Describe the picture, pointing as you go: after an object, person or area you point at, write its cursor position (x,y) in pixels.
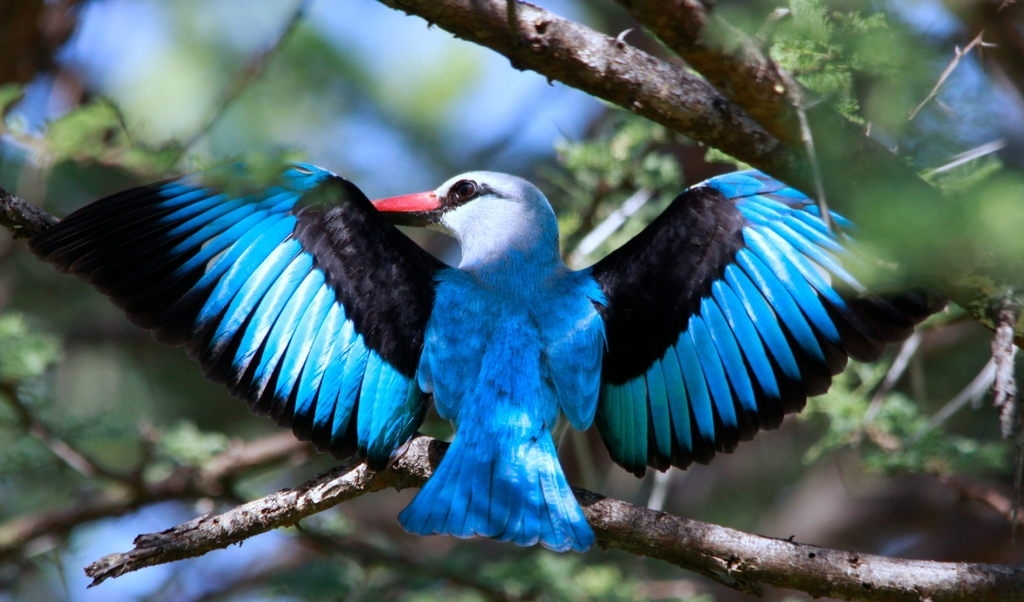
On this branch (599,498) we can see a bird (651,282). Background (367,144) it is blur.
